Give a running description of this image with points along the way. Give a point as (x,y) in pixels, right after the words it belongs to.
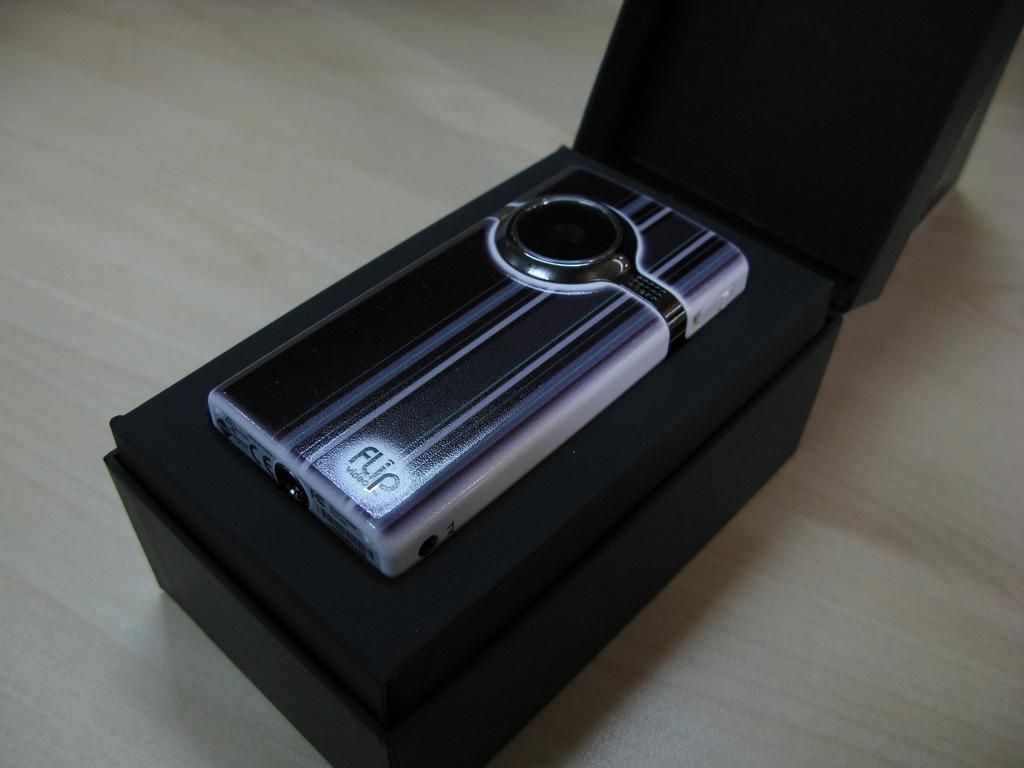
In this image I can see an electronic gadget (494,426) which is in the black color box (567,444). It is on the cream and white color surface (116,299).
